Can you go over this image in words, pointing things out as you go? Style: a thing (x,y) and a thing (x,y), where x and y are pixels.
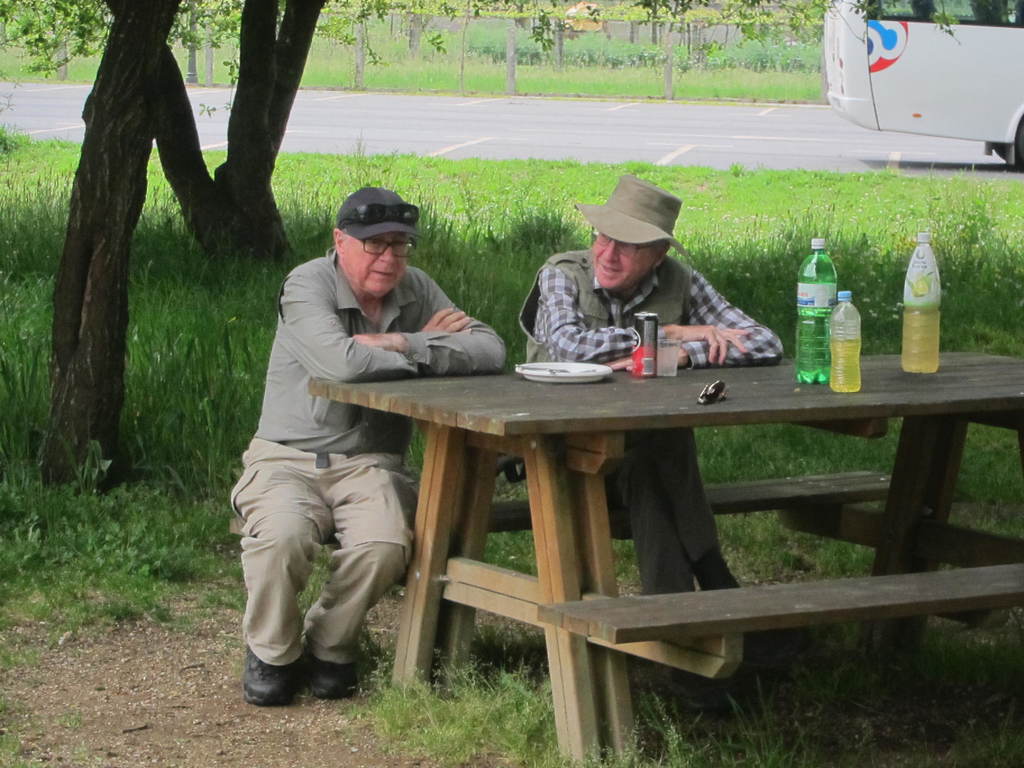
This picture is clicked outside the city. In front of the picture, we see a table (569,428) on which plate (562,380), spoon (550,368), can (639,364), glass (665,351), cool drink bottle (802,353) are placed on it. There are two men (344,336) sitting on bench (861,491). Man (575,305) in green jacket (596,296) wearing green cap (627,224) is talking to the man (335,308) in grey shirt (311,336) who is wearing black cap (383,227). Behind them, we see trees (65,59) and also grass (184,411) and on background (692,130), we see a road (685,118) on which a white bus (927,71) is moving.
